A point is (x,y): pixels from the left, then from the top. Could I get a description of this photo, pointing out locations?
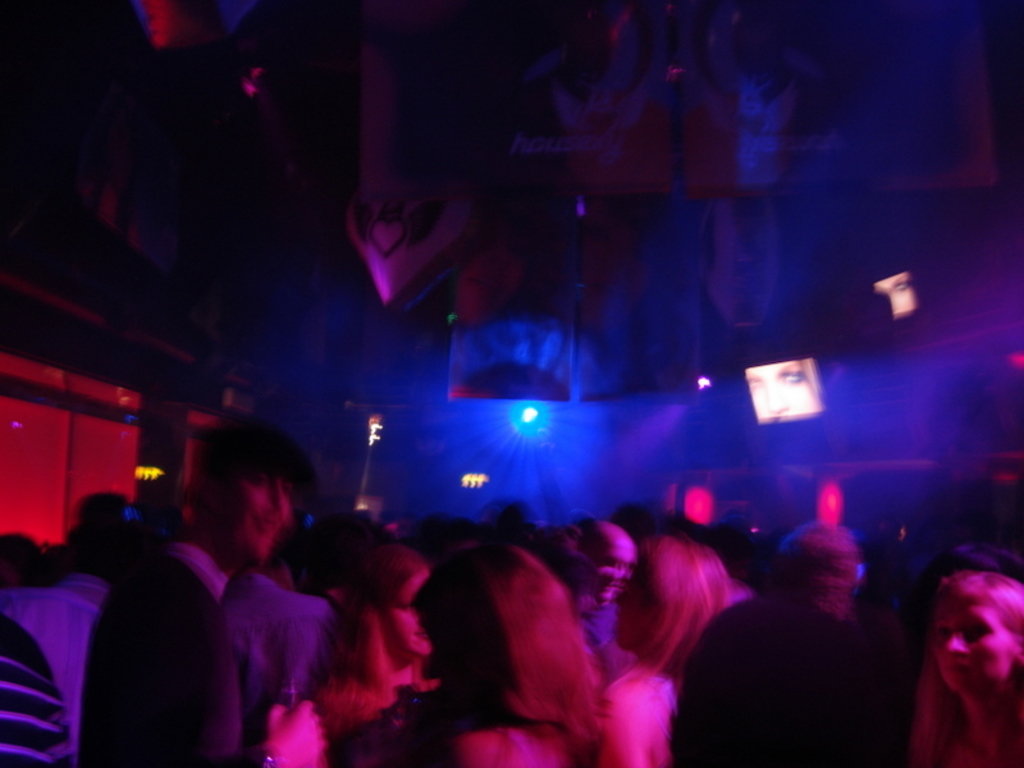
In this image, we can see some decors (519,355). There are people (711,718) at the bottom of the image (680,546). There is a light (530,430) in the middle of the image (528,417).
